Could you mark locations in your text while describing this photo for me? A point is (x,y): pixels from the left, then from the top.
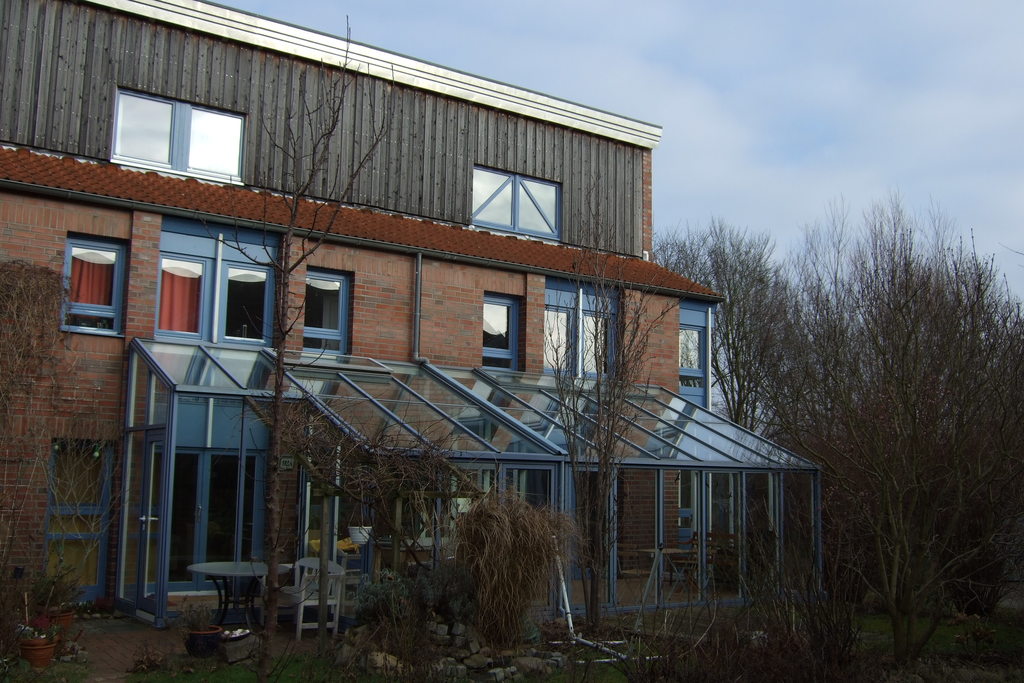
In this picture I see the plants (799,672) and trees (850,351) in front (39,629) and in the background (125,185) I see a building (478,204) and I see the sky (632,92) and in the middle of this picture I see a chair (316,597).
